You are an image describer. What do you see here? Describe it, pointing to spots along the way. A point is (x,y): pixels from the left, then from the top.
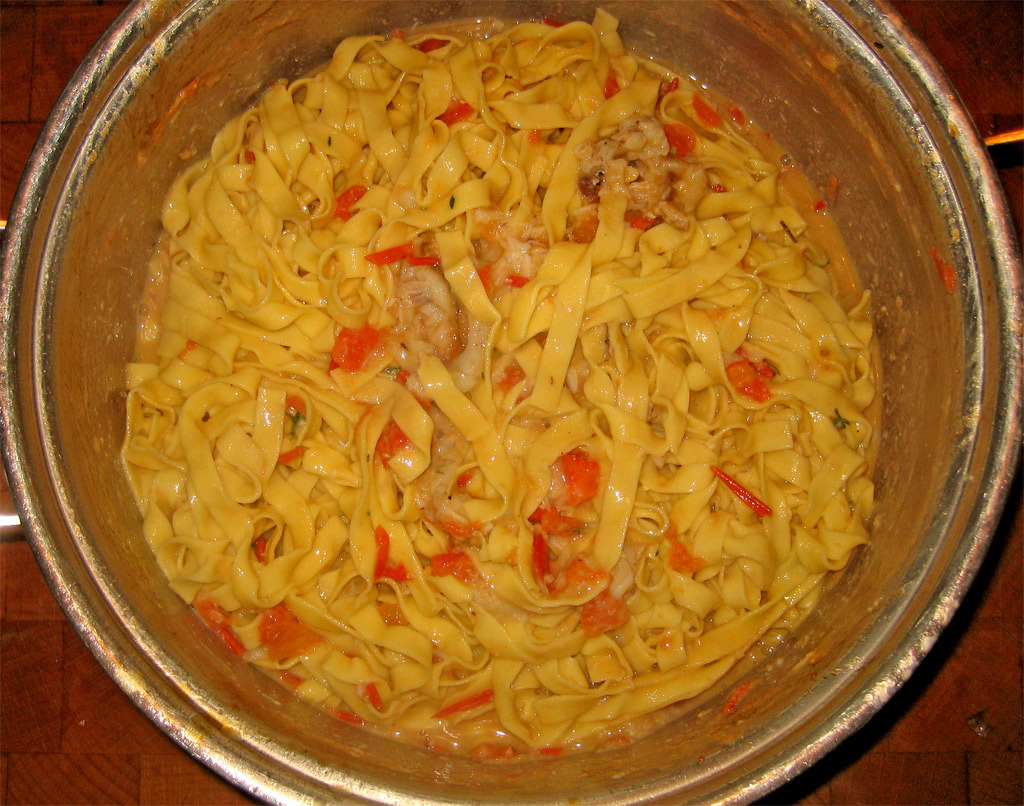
In this picture there is food (357,369) in the bowl (115,318). At the bottom (959,676) it looks like a floor (57,653).
